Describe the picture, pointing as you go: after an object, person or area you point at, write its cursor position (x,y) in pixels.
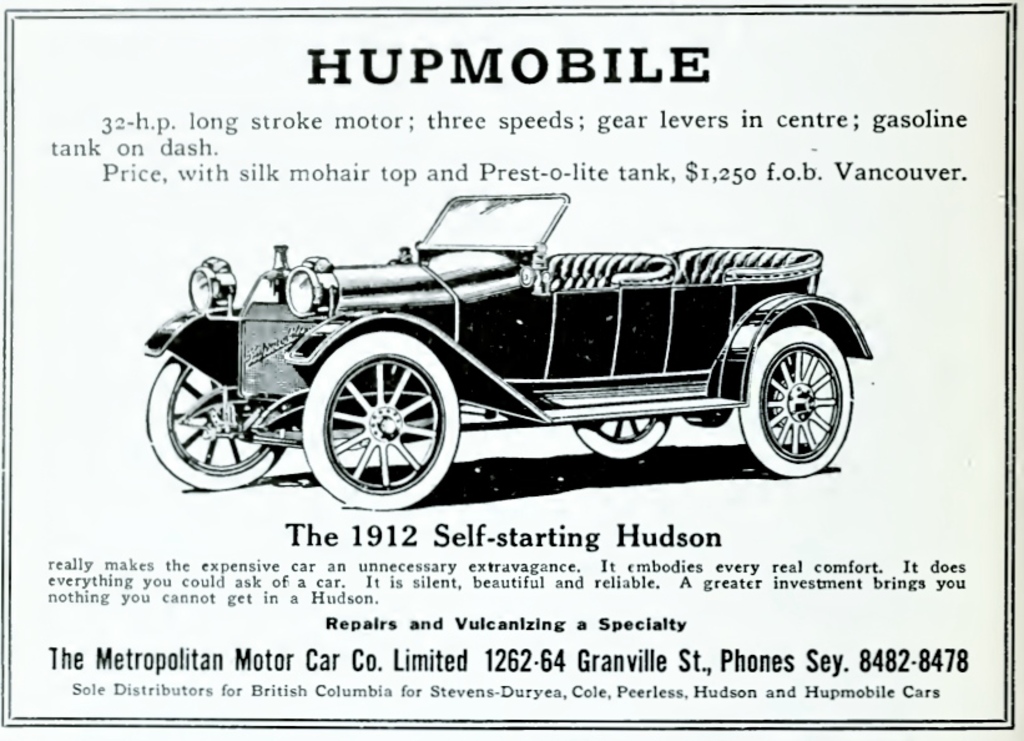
In this image, we can see an advertisement (849,144) contains a car (443,380) and some text (650,576).
